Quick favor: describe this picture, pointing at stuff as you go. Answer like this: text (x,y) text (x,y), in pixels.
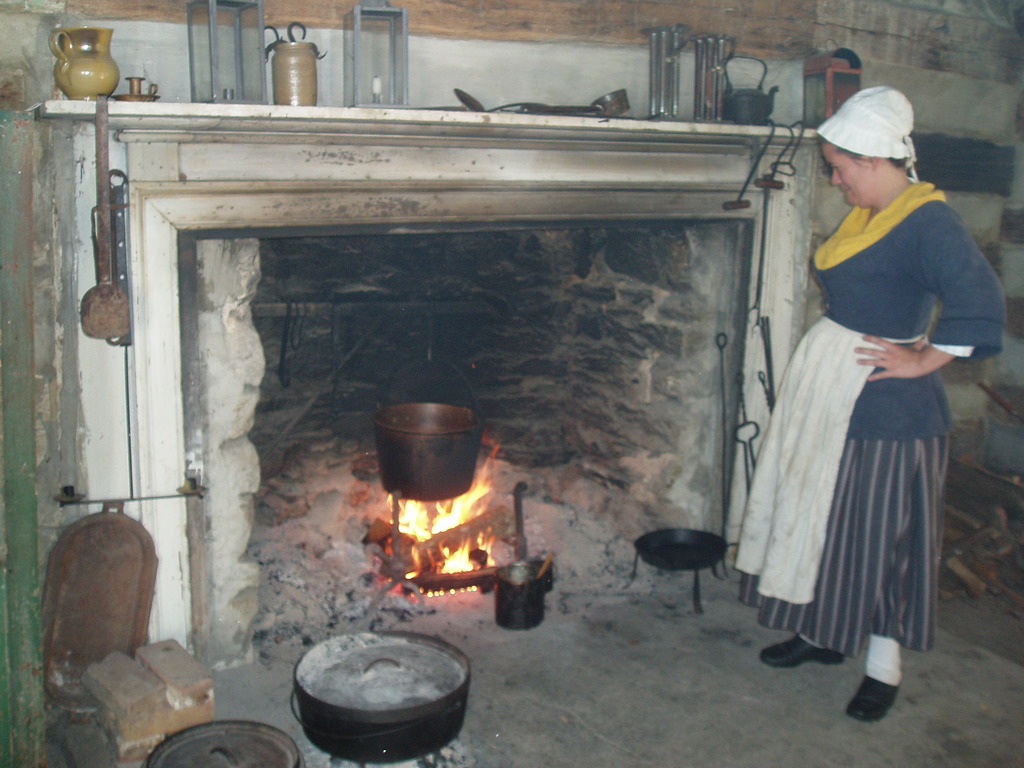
This picture is clicked inside. On the right (926,288) there is a woman (821,280) wearing blue color t-shirt (864,306) and standing on the ground (912,672) and we can see there are some items (167,648) placed on the ground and there is a container (439,463) which is on the fire (449,533) and we can see there are some items (679,53) placed on the top of the fireplace (431,177). In the background (783,95) there is a wall (798,108).
